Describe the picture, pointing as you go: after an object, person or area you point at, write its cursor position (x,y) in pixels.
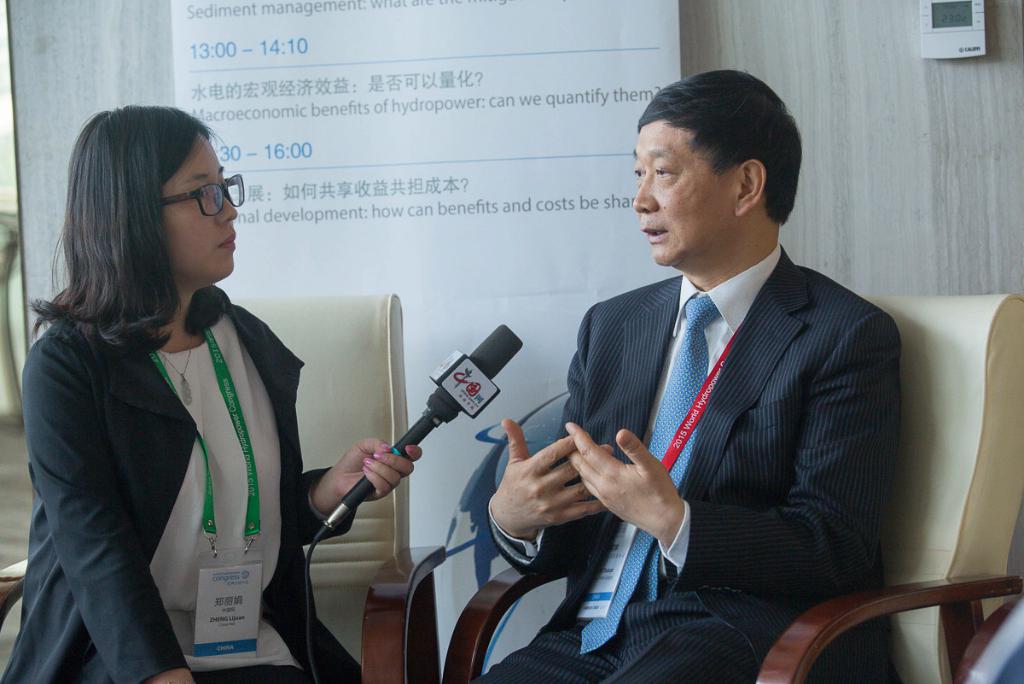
In the image I can see a lady (177,324) who is holding the mic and sitting and beside there is another person (610,468) who is wearing the suit (648,311).
